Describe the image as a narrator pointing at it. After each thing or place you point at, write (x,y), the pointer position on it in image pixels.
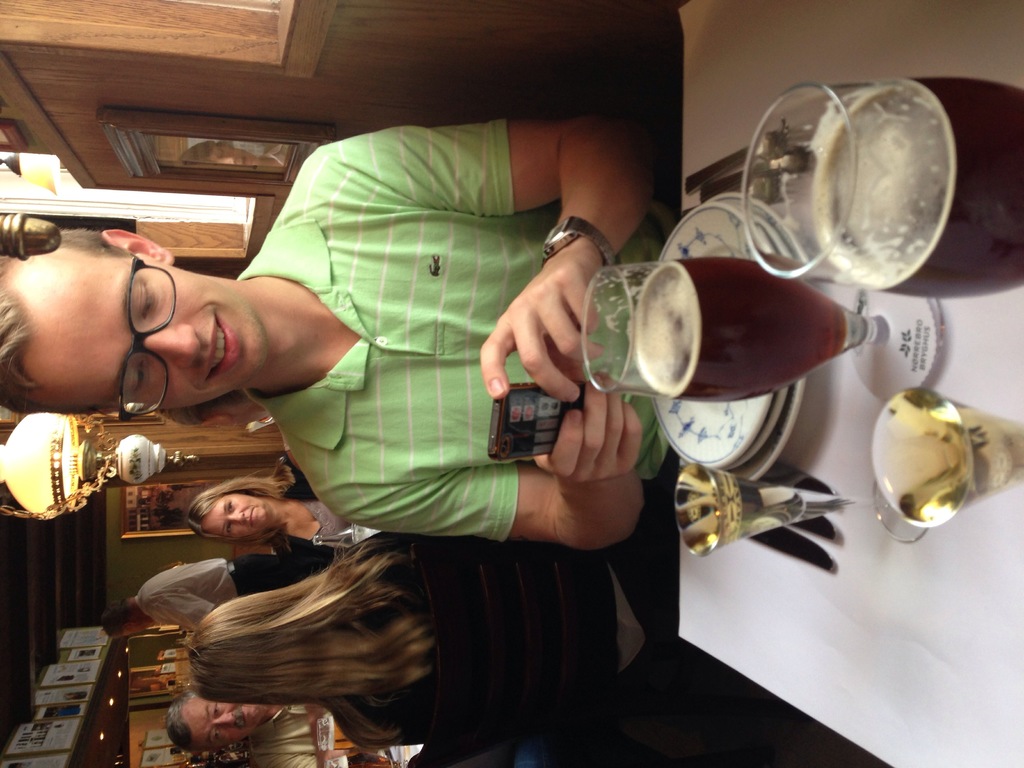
In the image we can see there is a person (466,485) sitting on chair (585,551) and on the table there is a beer (818,306) in a glass (773,334). Behind there are other people (317,646) sitting.
